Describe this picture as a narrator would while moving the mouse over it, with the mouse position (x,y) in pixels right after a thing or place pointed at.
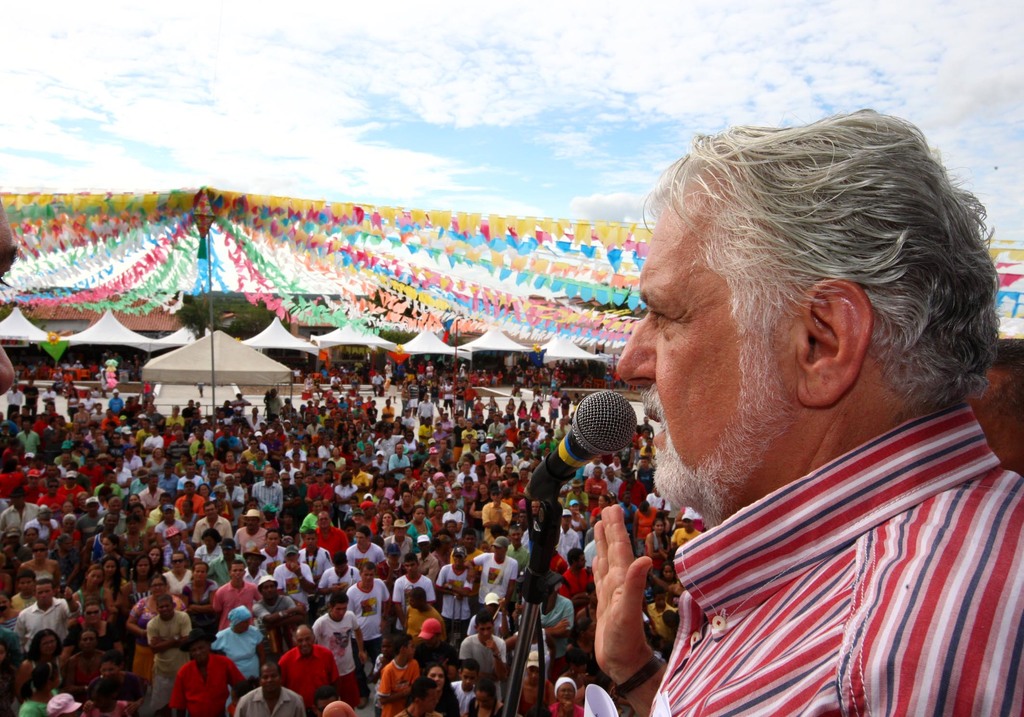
Here in this picture we can see a person (815,446) standing and speaking something in the microphone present in front of him and on the ground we can see number of people (234,488) standing and listening to him and we can also see tents (237,348) present all over there and we can see decoration papers (299,244) all over there and we can see clouds (441,178) in the sky (467,182).
